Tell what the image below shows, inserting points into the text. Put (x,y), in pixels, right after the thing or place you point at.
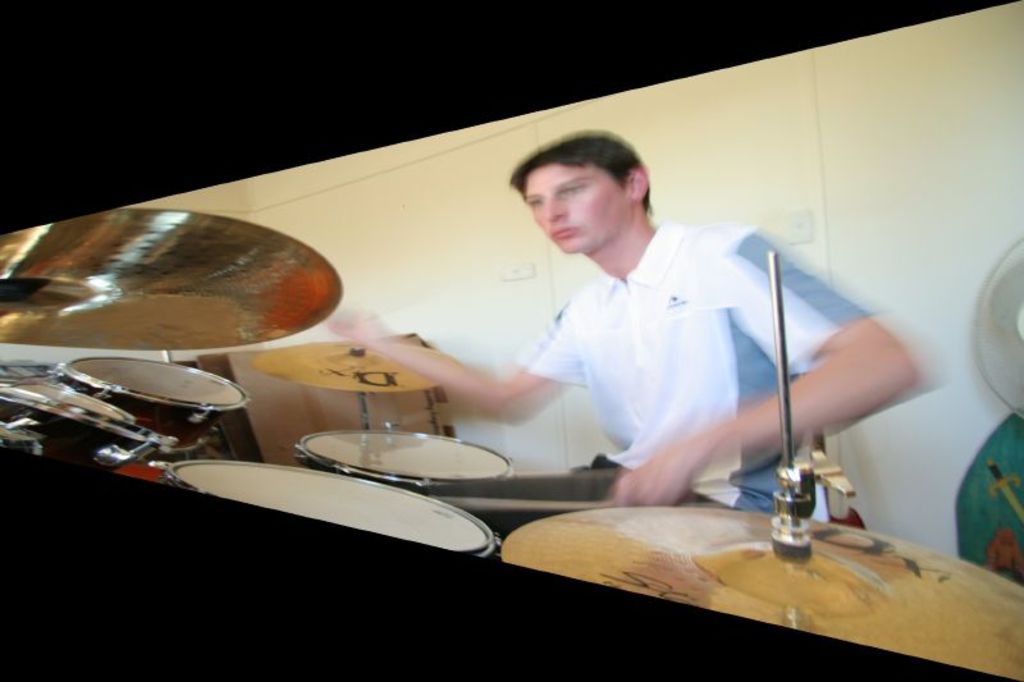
In this image we can see a person (651,405) is playing drums (582,527) and he is wearing white color t-shirt (690,310).
